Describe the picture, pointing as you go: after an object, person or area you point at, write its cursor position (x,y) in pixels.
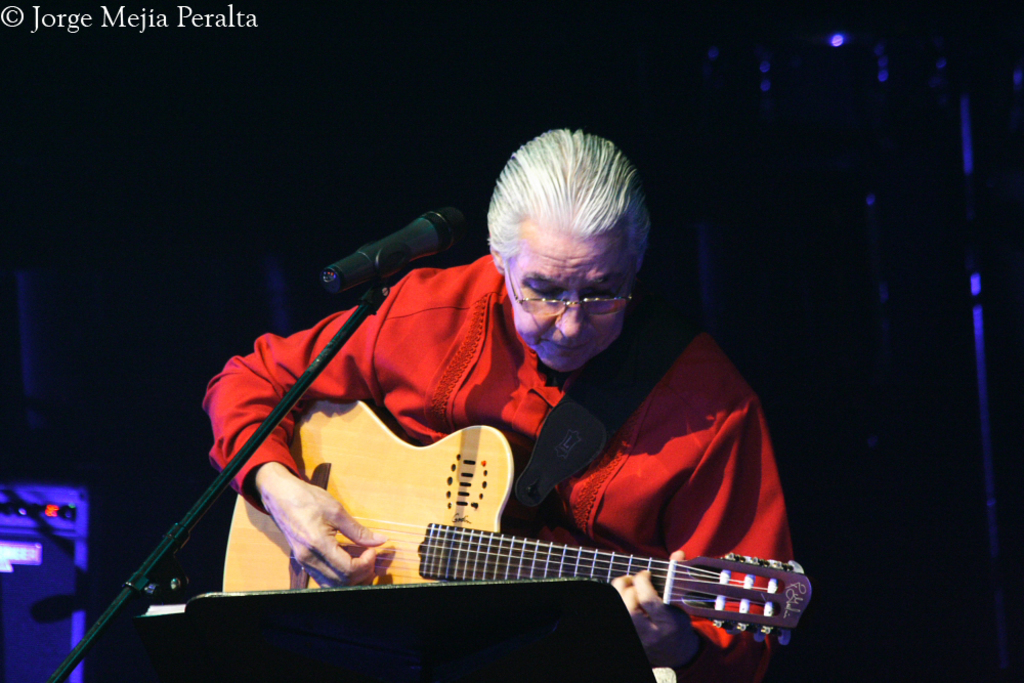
In this image i can see a person (323,563) holding a guitar (439,567) in his hands (338,556) and i can see a microphone (433,220) in front of him.
